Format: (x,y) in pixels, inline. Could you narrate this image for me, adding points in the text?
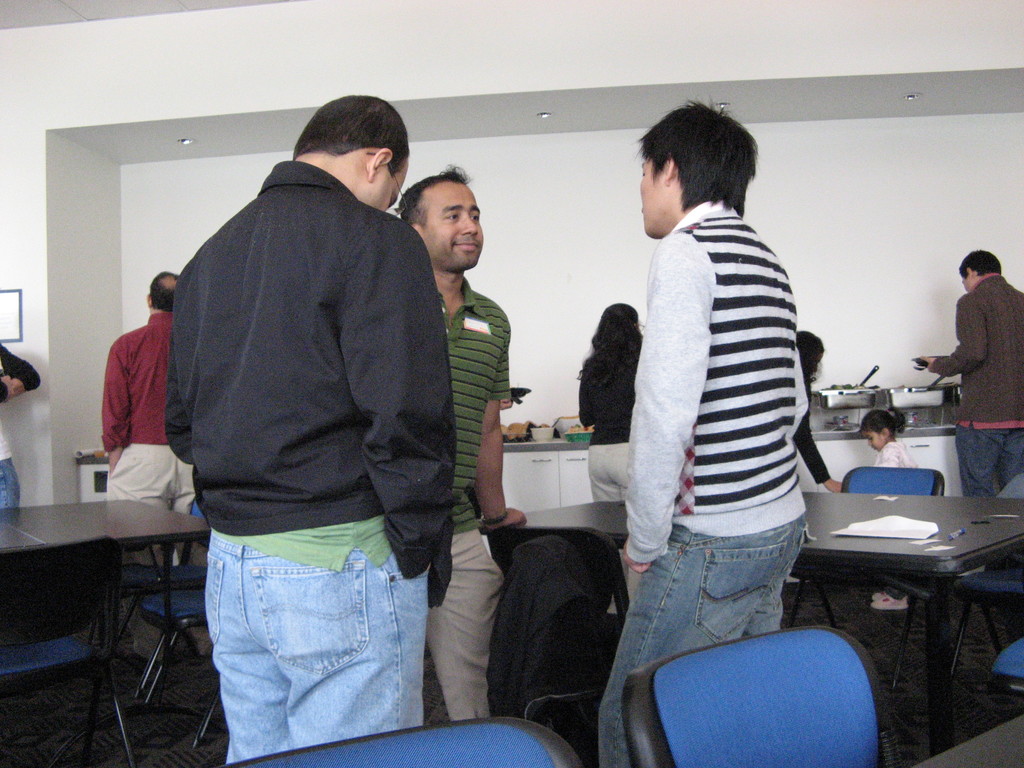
There are three men (710,376) standing here and talking each other. Behind them there are some tables (871,500) and chairs (907,485). In the background (146,386) there are some people (136,489) standing serving themselves some food (909,391). We can observe a wall (853,194) here.
